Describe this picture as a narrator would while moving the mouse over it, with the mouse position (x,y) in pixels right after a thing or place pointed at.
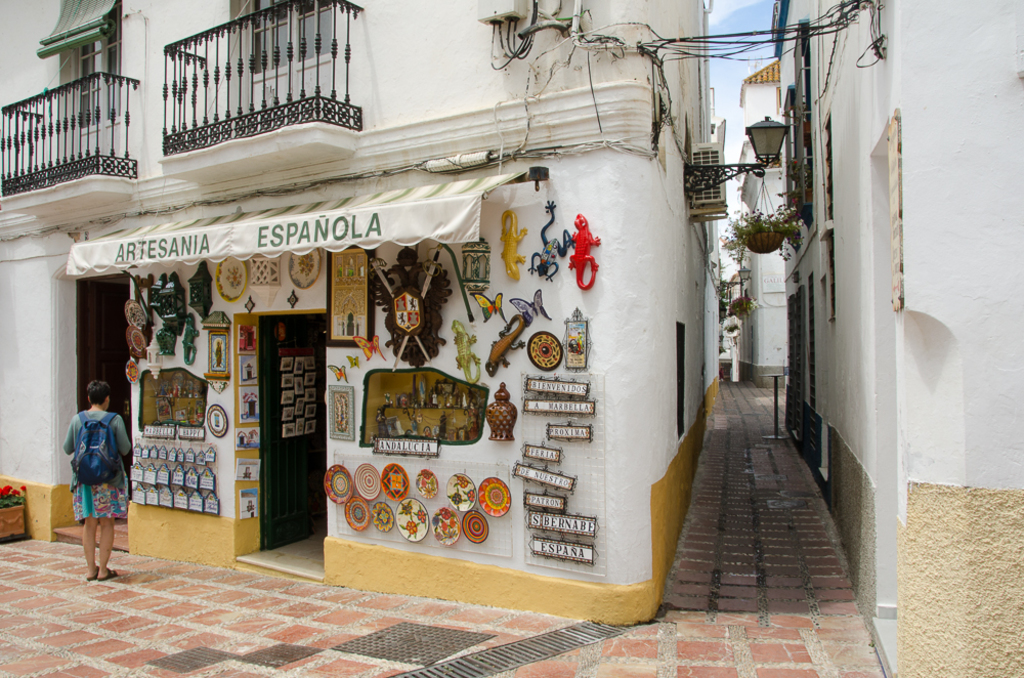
To the bottom of the image (377,603) there is a floor (622,628) with tiles (57,641). To the left side of the image (98,468) there is a person (119,443) with a bag (93,439) is standing. In front of that person (83,506) there is a building (586,282) with wall (489,65), glass windows (112,63) and balcony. And also there is a store (146,346). To the walls (191,274) of the stores (441,368) there are plates (477,539), name plates (565,547), frames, animals (513,228) and few other items (254,500) on it. To the right corner of the image (924,356) there is a building (941,299) with walls (866,213) and windows (827,164). And to the top of the image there are wires (616,50).
